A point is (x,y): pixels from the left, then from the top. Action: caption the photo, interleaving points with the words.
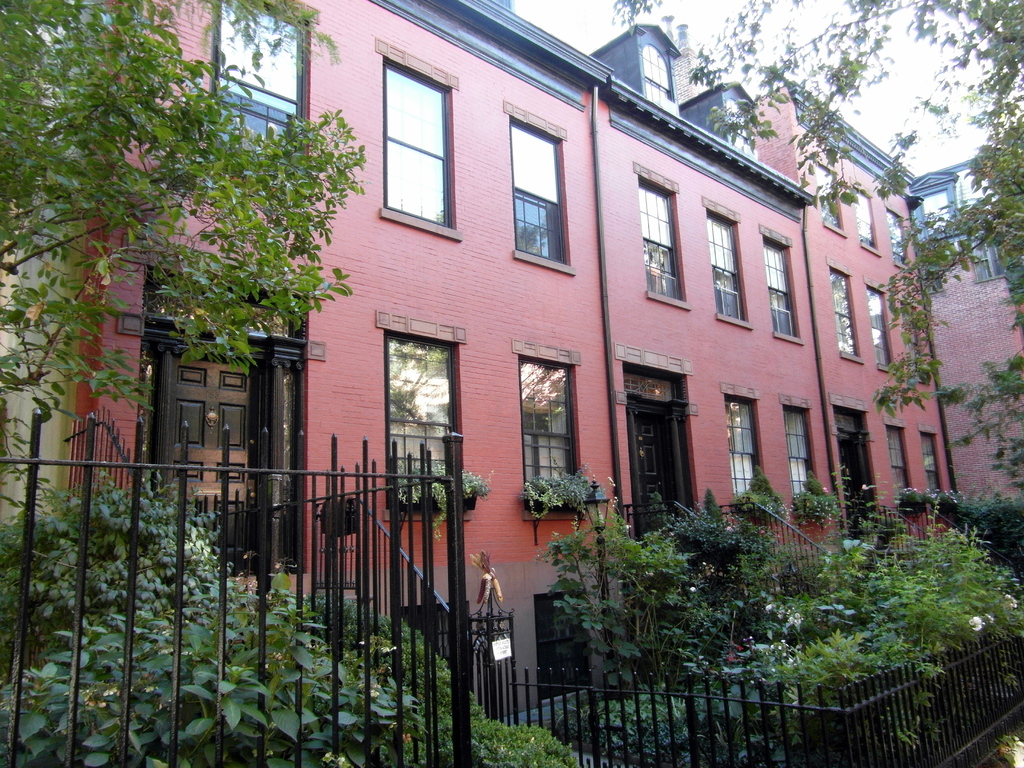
In this image we can see buildings (344,338), pipelines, windows (412,452), doors (239,474), iron grills (341,499), plants (908,576), trees (886,170) and sky (907,154).
